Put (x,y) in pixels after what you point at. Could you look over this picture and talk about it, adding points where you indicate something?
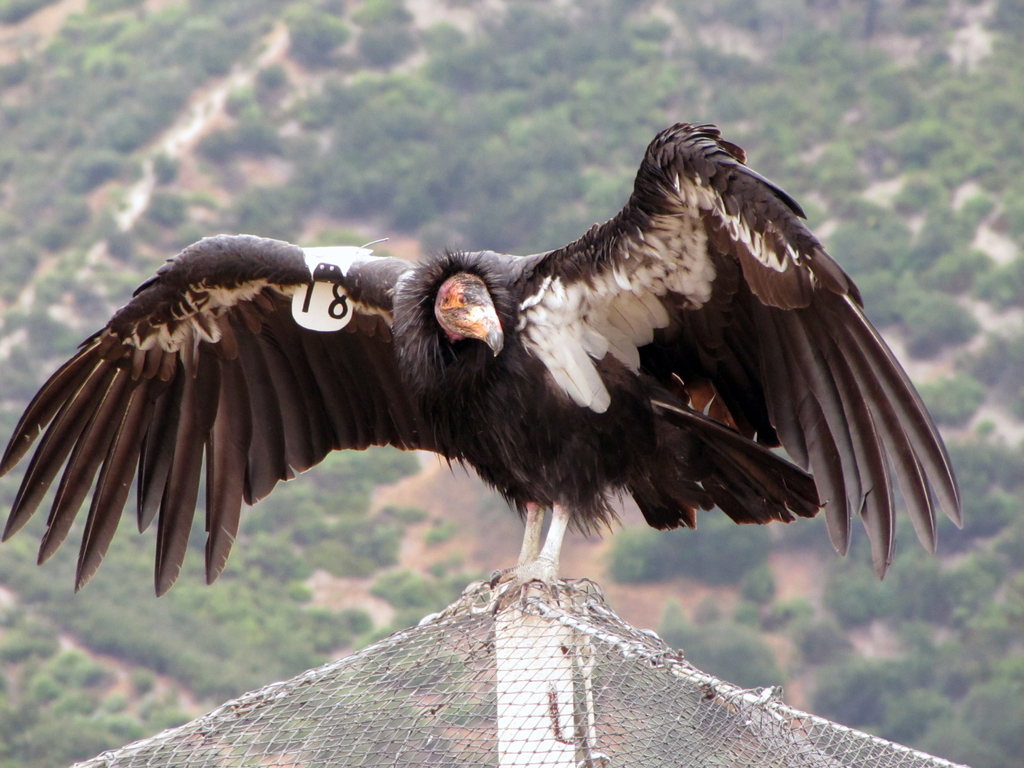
In this image, we can see a bird (541,569) on a pole (514,605). We can also see the net (723,721) and the ground (384,115) with some plants (916,22).
